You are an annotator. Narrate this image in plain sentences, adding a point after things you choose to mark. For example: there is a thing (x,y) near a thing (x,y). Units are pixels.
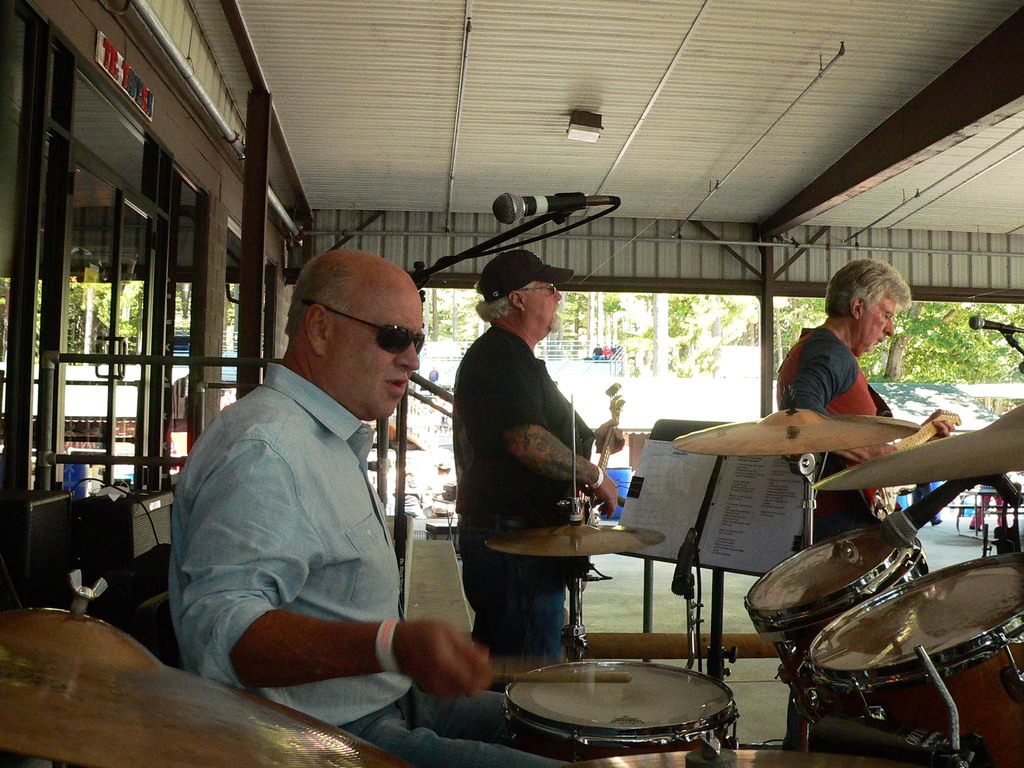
In this picture we can see one person (291,594) is sitting and playing a drums (579,689) and another two persons (872,343) Standing and playing a guitar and they are singing a song in front of them there is a stand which is fixed with a book (721,535) at background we can see some of the trees (724,335).
